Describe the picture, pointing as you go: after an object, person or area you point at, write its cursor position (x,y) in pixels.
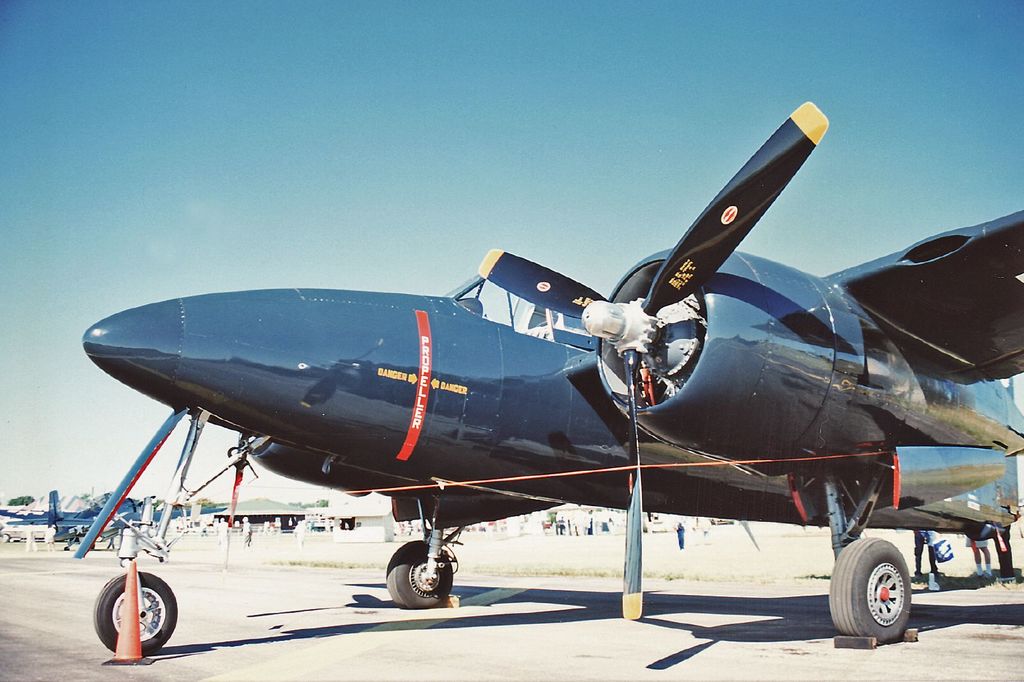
This is the picture of an airport (514,315). In this image there are aircrafts (420,474) on the road (472,582). There are group of people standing behind the aircraft (1000,443). At the back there are buildings (505,521) and there is a tree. At the top (526,182) there is sky (425,182). At the bottom (271,646) there is a road (550,666).
